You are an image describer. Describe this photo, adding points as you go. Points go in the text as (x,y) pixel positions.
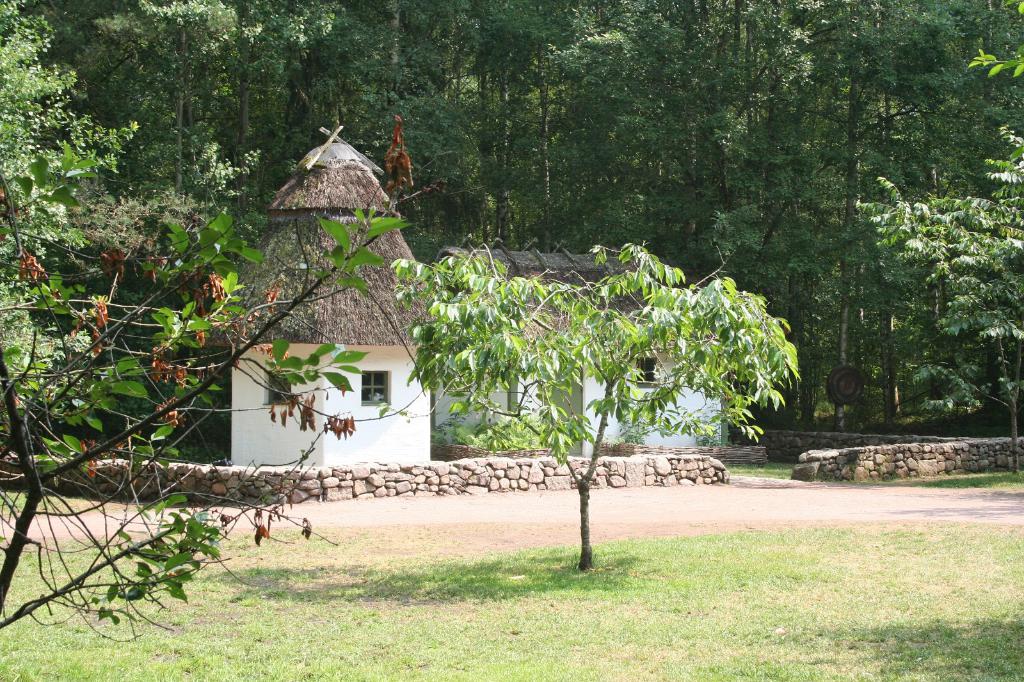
In this picture in the front (334,585) there's grass (389,608) on the ground (321,594). On the left side (56,365) there is a tree (61,397). In the center (611,392) there is a plant (612,373), in the background (362,170) there are huts (384,354) and trees (573,168).
